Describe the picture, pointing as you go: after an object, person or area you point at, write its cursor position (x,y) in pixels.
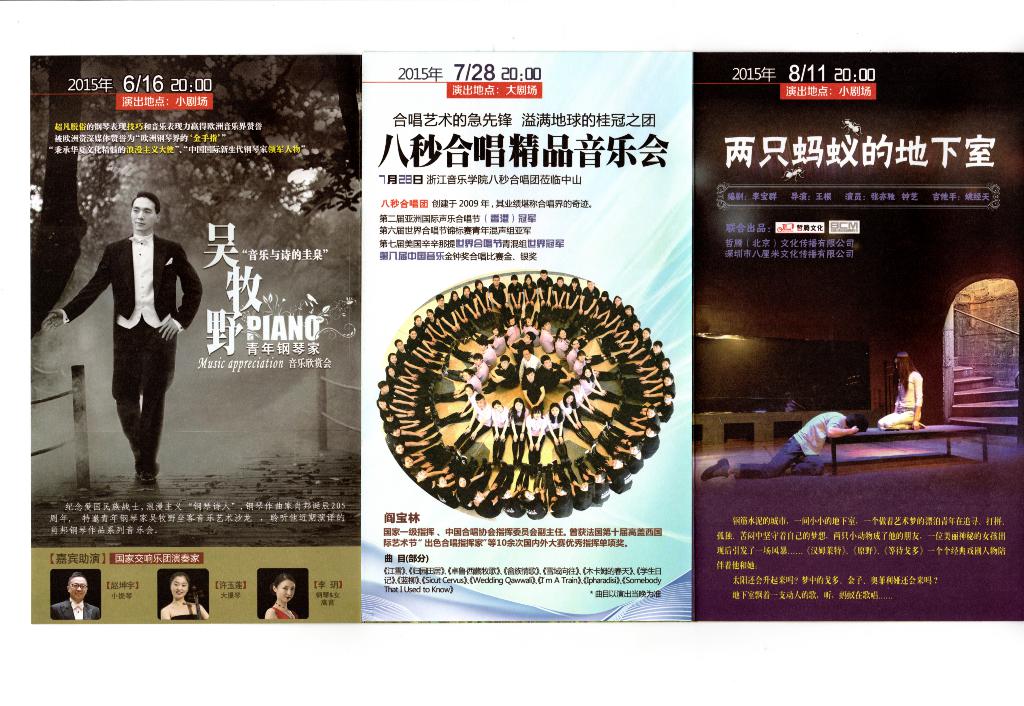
In the image we can see there are three posters (636,570). In the left poster (105,298) we can see a person (131,301) standing, wearing clothes (143,320) and shoes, we can even see trees (331,149). In the middle (506,305) image we can see there are many people (521,415) sitting, in circular shape. In the right poster (857,389) we can see a man (854,419) and a woman (921,388) wearing clothes (905,390) and these are stairs (972,392).
